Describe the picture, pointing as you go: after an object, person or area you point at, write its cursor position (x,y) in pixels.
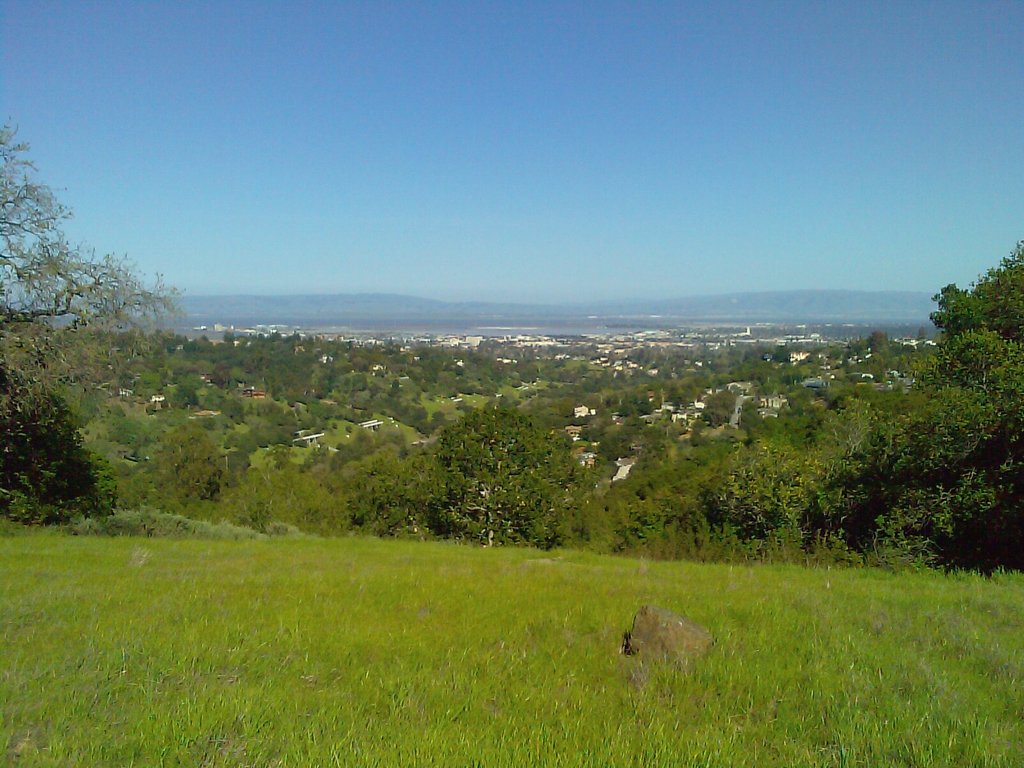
At the bottom of the image (378,616) there is grass (510,634). In the background (305,532) there are tree (589,444) and buildings (587,464). At the top (167,158) there is sky (284,158).
